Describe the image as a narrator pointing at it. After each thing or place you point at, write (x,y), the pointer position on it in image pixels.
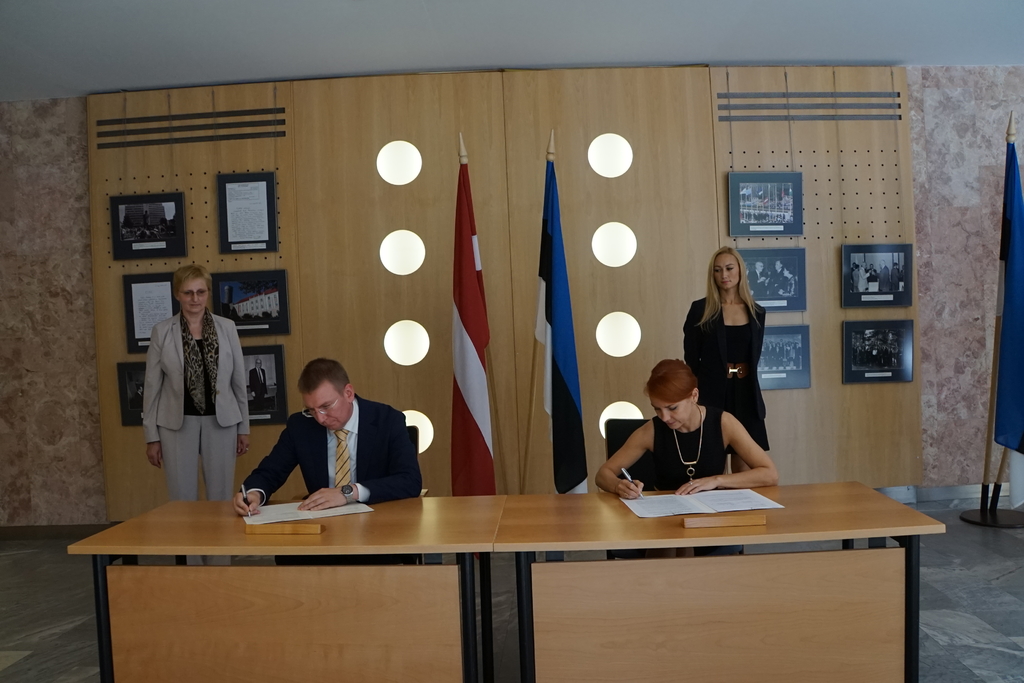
In this picture, we see a man (409,447) and a woman (688,456) are sitting on the chairs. In front of them, we see a table (595,546) on which the books (655,508) are placed. They are holding the pens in their hands (314,501) and they are writing something on the books (341,511). Behind them, we see two women (210,368) are standing. In between them, we see the flags (469,349) which are in red, white, blue and black color. Behind that, we see a wooden wall (317,233) on which photo frames (160,239) are placed. On the right side (1013,174), we see a flag (1005,383) in blue color. Behind that, we see a wall (948,216). At the top (567,50), we see the roof (514,25) of the room (400,51).
